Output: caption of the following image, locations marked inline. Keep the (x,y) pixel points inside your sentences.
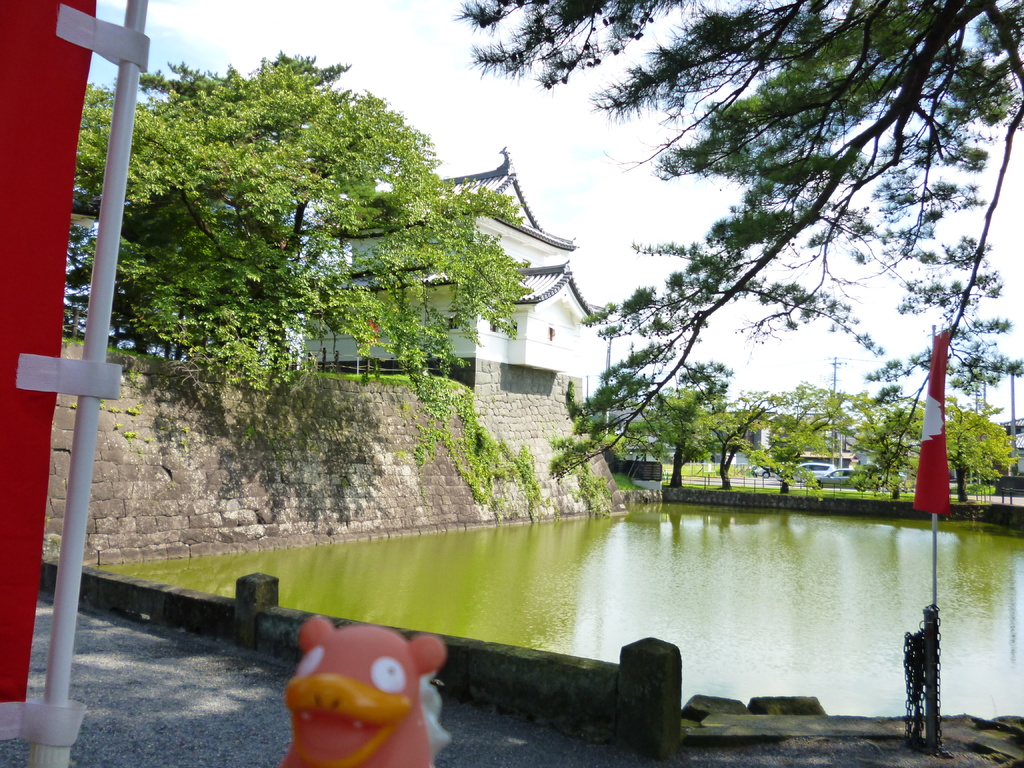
This is the picture of a place where we have a lake (514,599) and around there are some trees (913,86) and also we can see some cars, house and some other things (74,456) around.
